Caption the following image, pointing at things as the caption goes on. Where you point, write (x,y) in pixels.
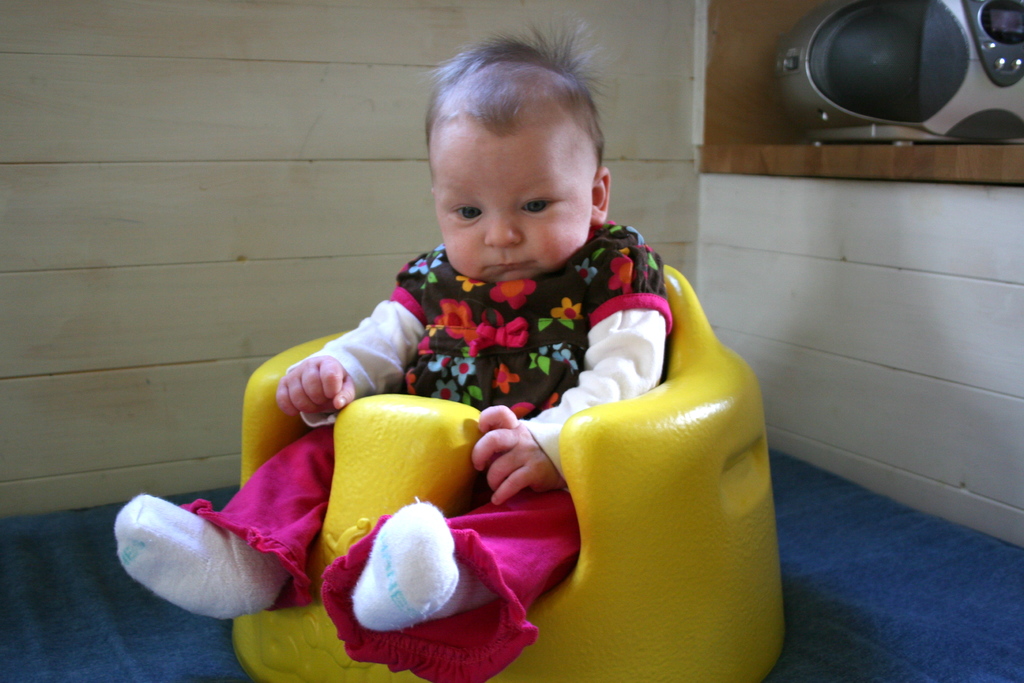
In this picture we can see a baby (488,327) is seated on the chair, in the background (349,318) we can find a wall (210,302), and also we can see a carpet (894,566).
